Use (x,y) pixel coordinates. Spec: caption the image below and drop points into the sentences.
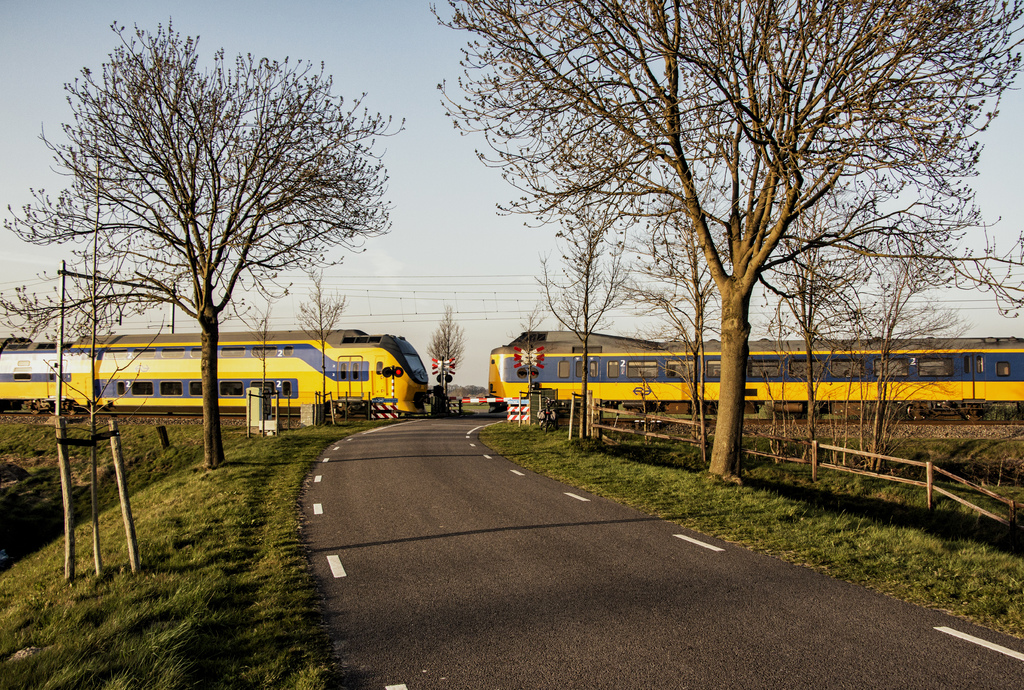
In this image we can see road (476,542). To the both sides of the roads (441,523) grassy land (159,595) and trees (842,76) are present, behind electrical train (328,383) which is in yellow color is there.
